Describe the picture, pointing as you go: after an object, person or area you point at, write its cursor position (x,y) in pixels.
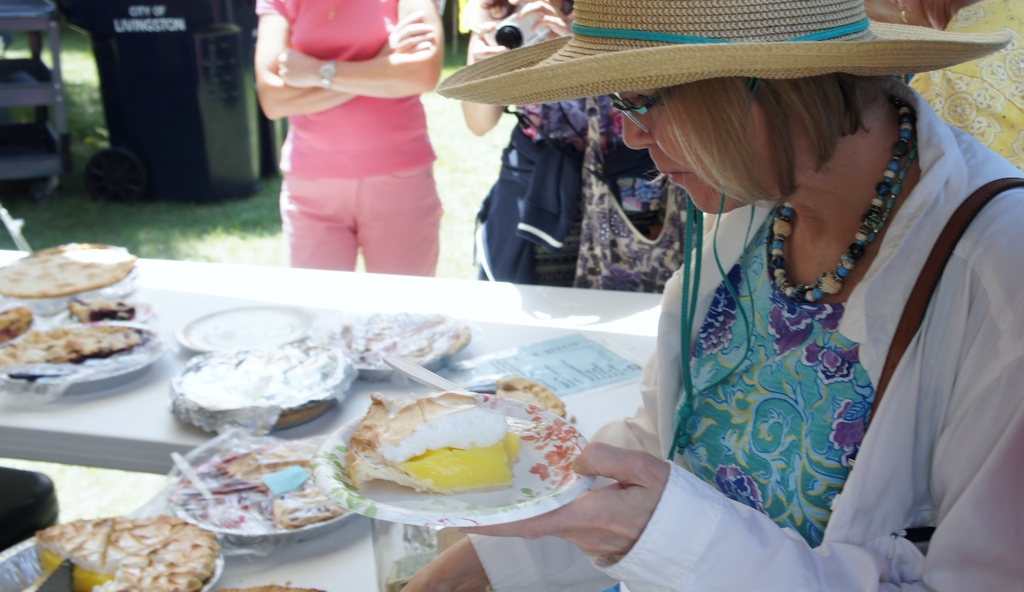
In this image I can see the person (997,490) sitting and holding the plate (545,494) and I can see the food (476,468) in the plate (488,493). In the background (198,411) I can see few food items (303,416) on the table (388,392) and I can see group of people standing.
